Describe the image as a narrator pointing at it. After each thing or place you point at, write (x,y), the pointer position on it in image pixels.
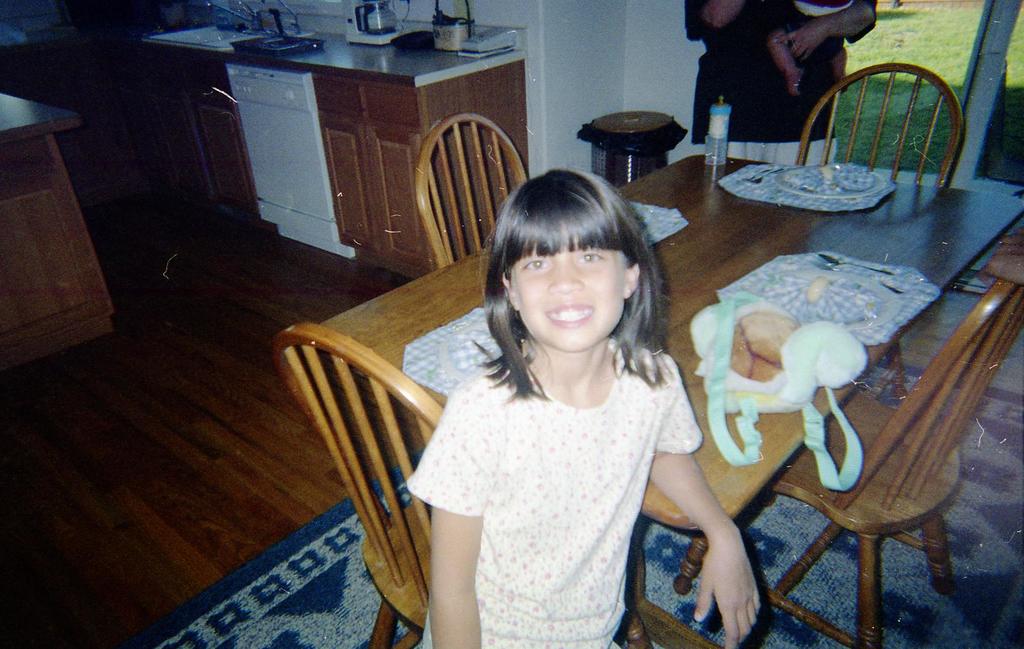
On the background of the picture (931,34) we can see a grass (944,42) and partial part of the human (804,79). This is a trash bin (635,147). Here we can see a kitchen platform (435,105). this is a floor (141,457). This is a dining table (911,188). Near to it we can see a girl (652,357) holding a beautiful smile on her face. These are chairs (359,495). This is a floor carpet (314,603).
